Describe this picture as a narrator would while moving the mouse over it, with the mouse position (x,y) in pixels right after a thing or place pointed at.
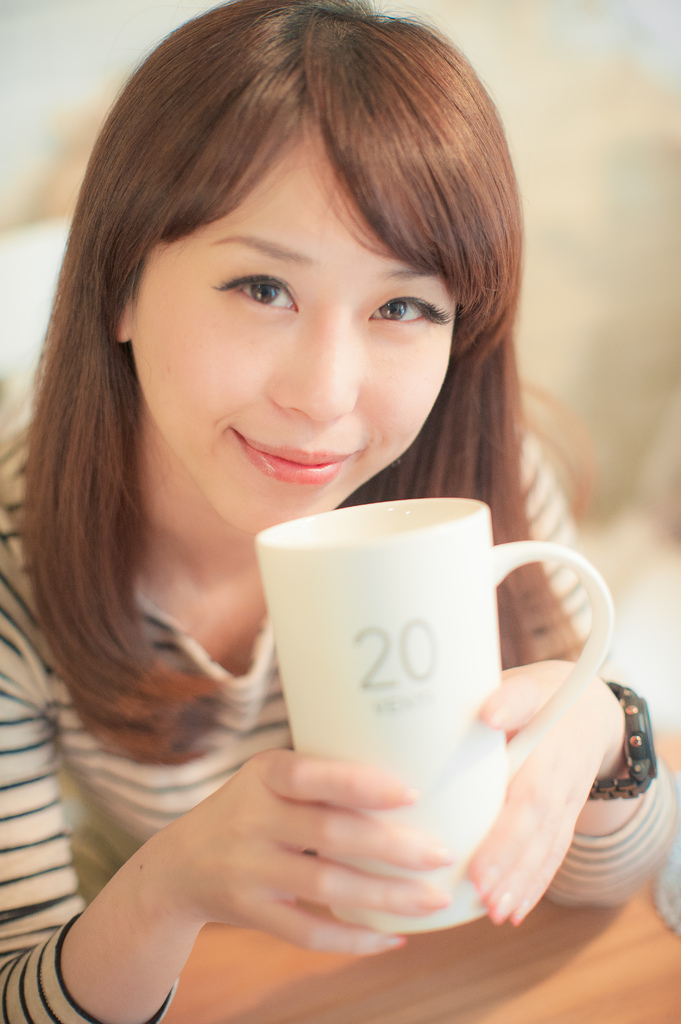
This person (472,112) sitting and holding cup (324,652).
